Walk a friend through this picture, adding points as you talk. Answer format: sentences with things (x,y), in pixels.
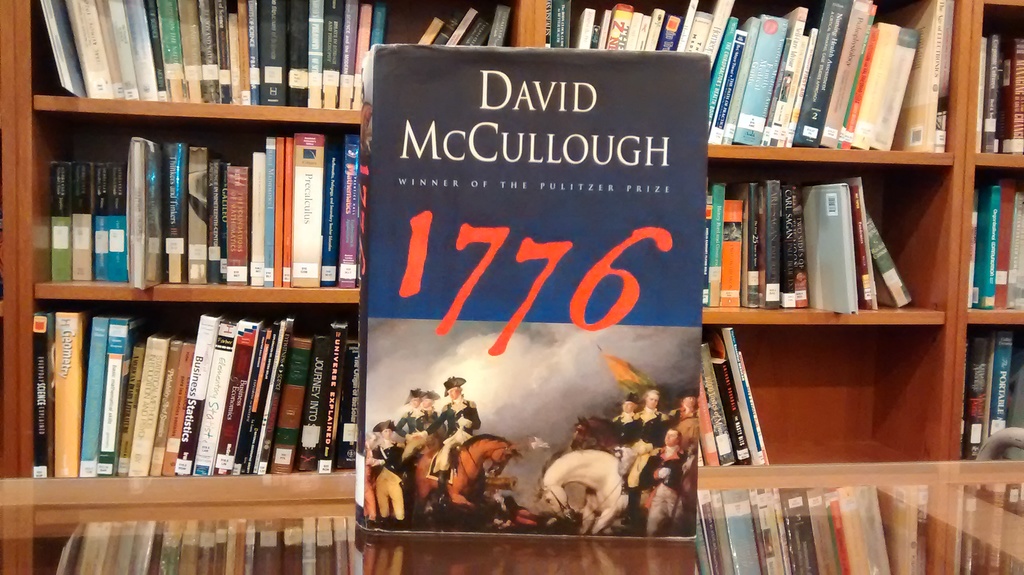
In the middle of the picture (460,243), we see a book (650,341). This book (593,347) might be placed on the glass table (622,550). In the background (324,313), we see a rack (888,387) in which many books (708,291) are placed. This picture might be clicked in the library (211,483).
